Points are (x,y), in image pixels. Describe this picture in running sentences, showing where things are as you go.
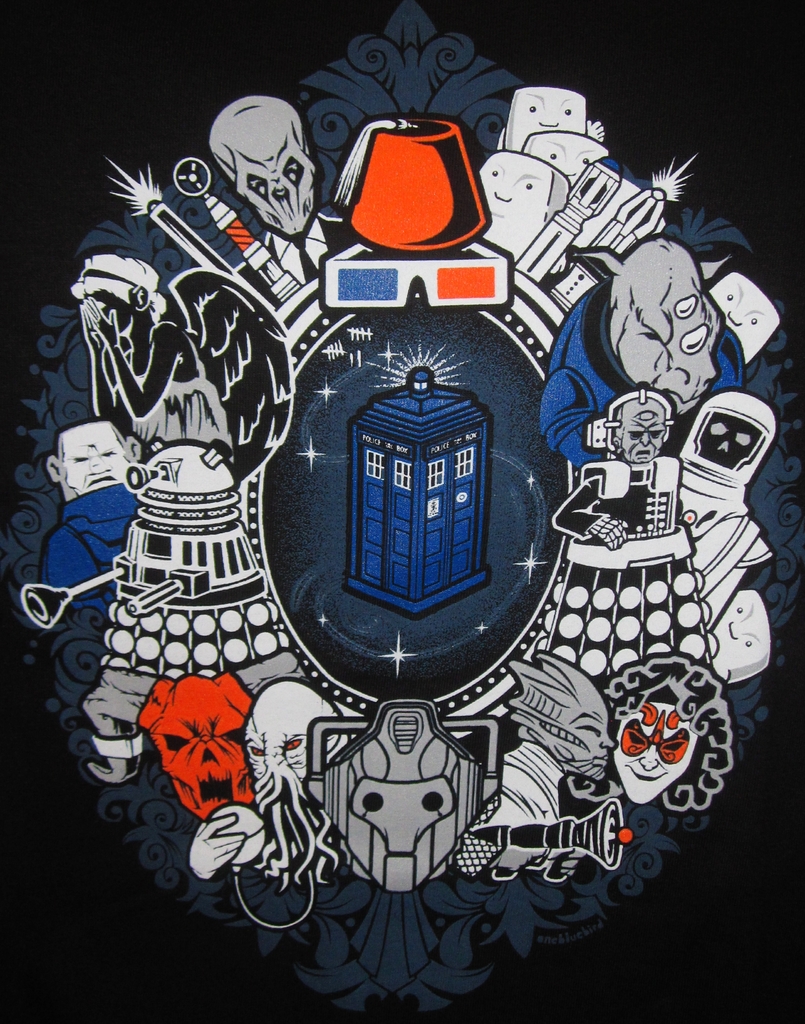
In this image I can see a poster (353,849) which consists of cartoon images (178,641).
